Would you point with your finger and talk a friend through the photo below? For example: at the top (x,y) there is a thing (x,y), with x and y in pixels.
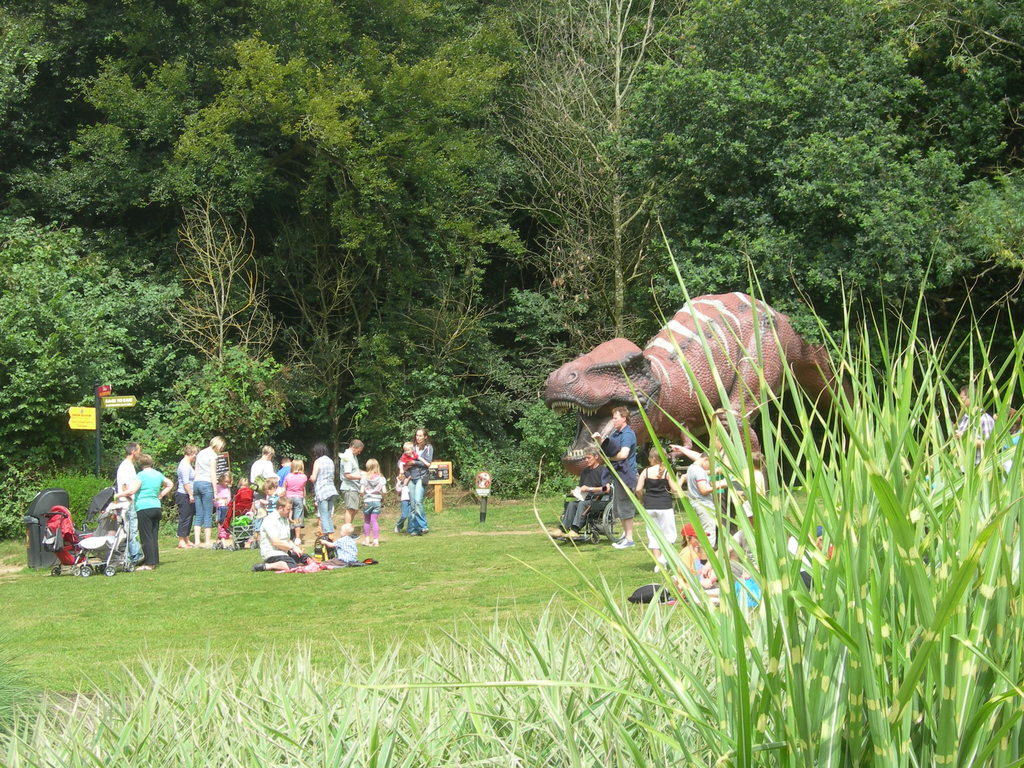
In the center of the image (398,484) there are people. There is a depiction of dinosaur (653,399). In the background of the image (424,130) there are trees (544,186). At the bottom of the image (488,654) there is grass (511,653).
